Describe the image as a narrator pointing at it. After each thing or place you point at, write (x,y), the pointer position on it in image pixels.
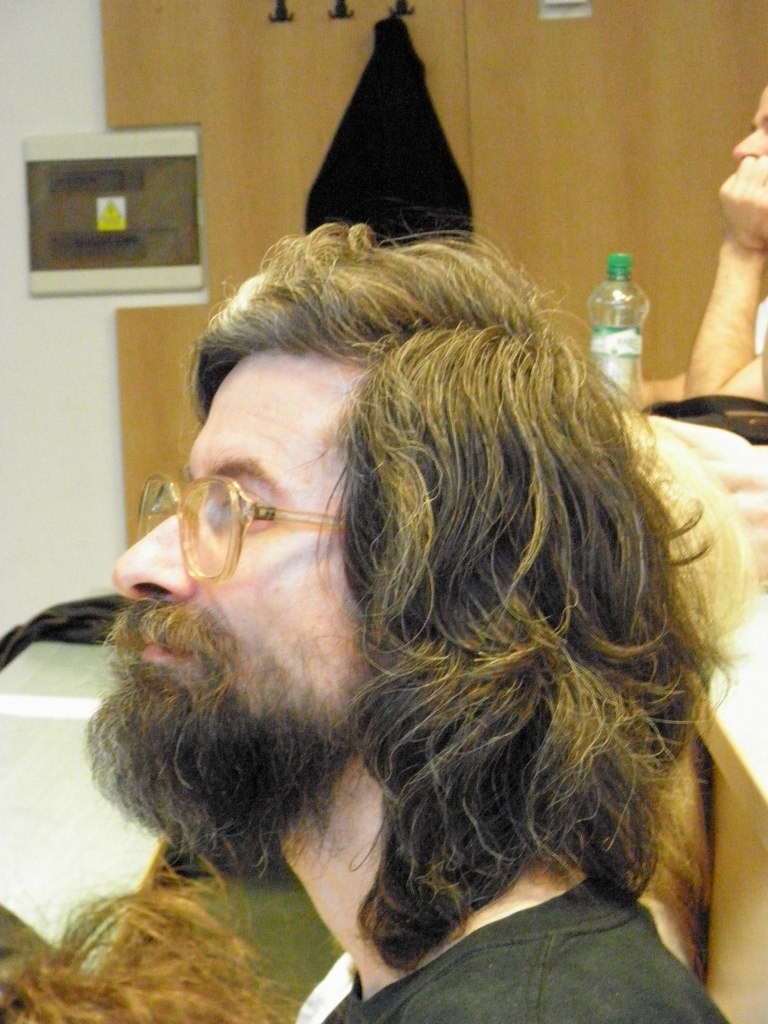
In this image i can see a man (406,505), a plastic bottle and a cupboard (478,138).
